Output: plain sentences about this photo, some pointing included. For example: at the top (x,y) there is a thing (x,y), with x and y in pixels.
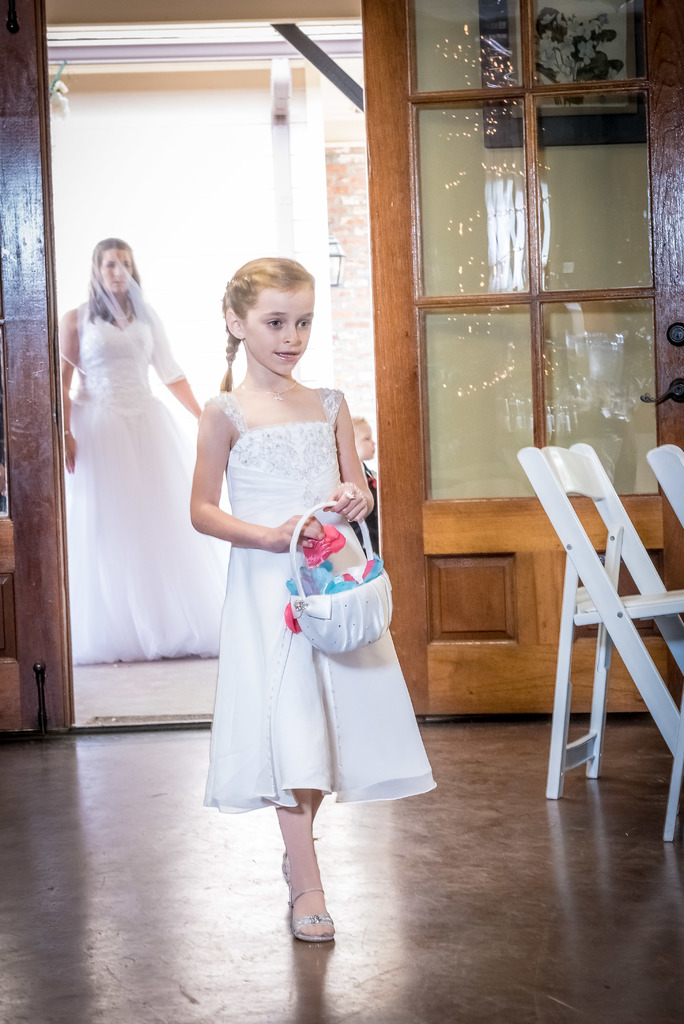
In this image i can see a girl (307,853) holding a basket (358,592). In the background (132,495) i can see a woman (160,437) and a boy (371,520) standing and a glass door (443,313) and few chairs (608,565).
